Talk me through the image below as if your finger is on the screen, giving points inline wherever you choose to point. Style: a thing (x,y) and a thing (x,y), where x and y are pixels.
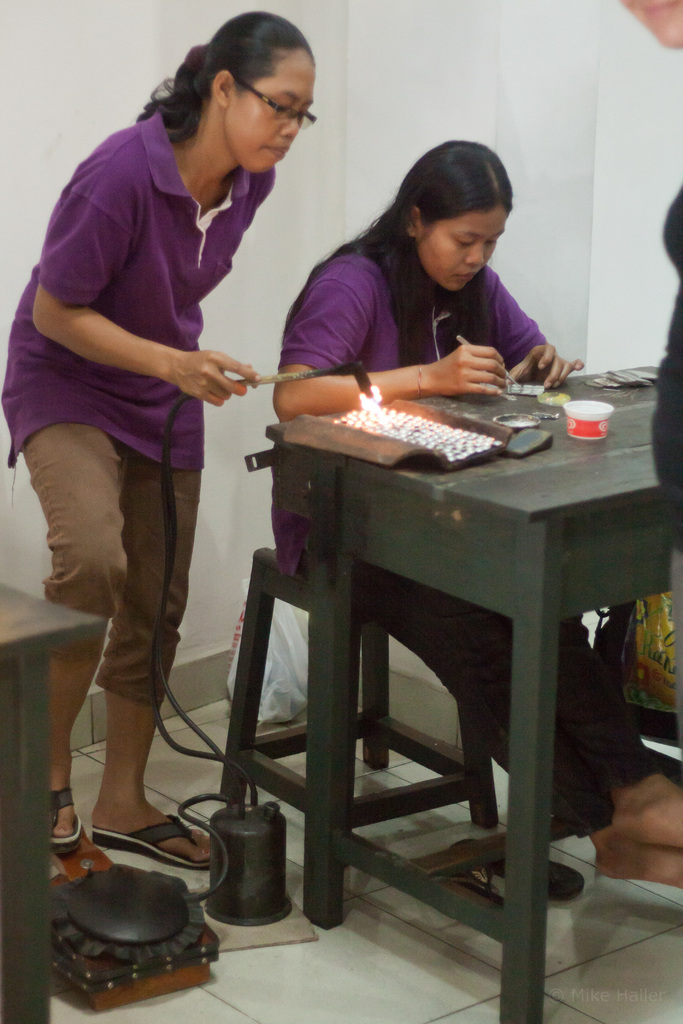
This picture shows two women (149,301), one is standing and the other is sitting on the stool (286,586), in front of a table (556,501). One of the woman (468,335) is working on something on the table (587,394). The other woman (139,373) is holding a welding equipment (324,373) in her hand (255,378) on the table (413,472). In the background (441,54) there is a wall (106,63).
